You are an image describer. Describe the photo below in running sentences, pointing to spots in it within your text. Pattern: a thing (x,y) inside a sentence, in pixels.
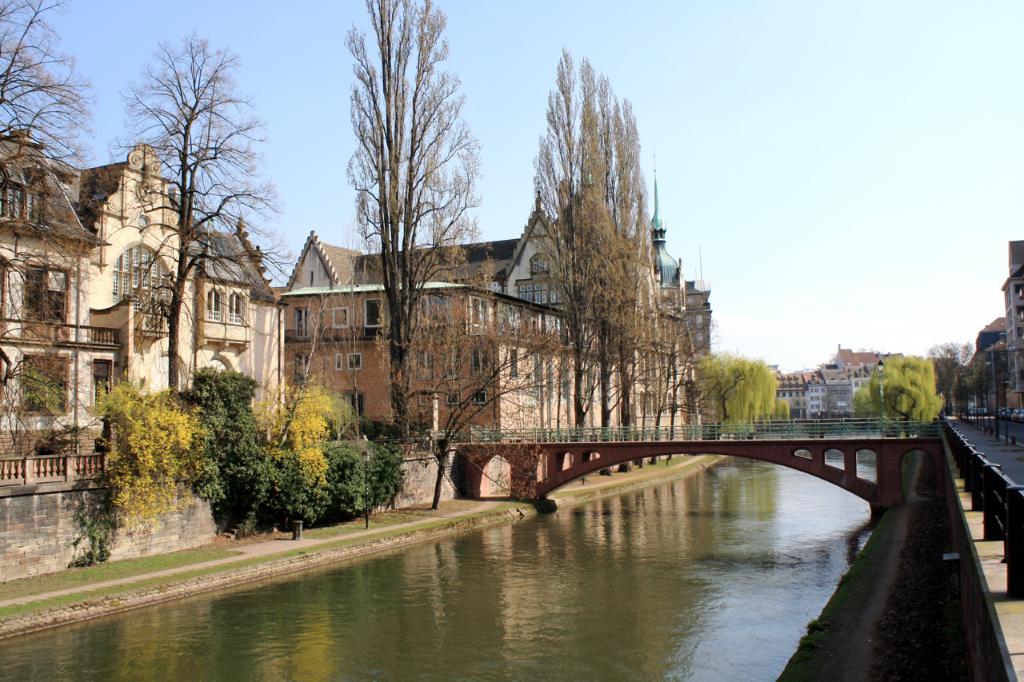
In this picture we can see the water (547,592). Some grass (315,532) is visible on the ground (116,588). We can see a few plants (360,463), poles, a bridge (583,427) and some fencing (976,456) on the right side (993,466). There are a few trees (920,406) and houses (563,354) in the background (617,271). We can see the sky (648,59) on top of the picture (825,41).
